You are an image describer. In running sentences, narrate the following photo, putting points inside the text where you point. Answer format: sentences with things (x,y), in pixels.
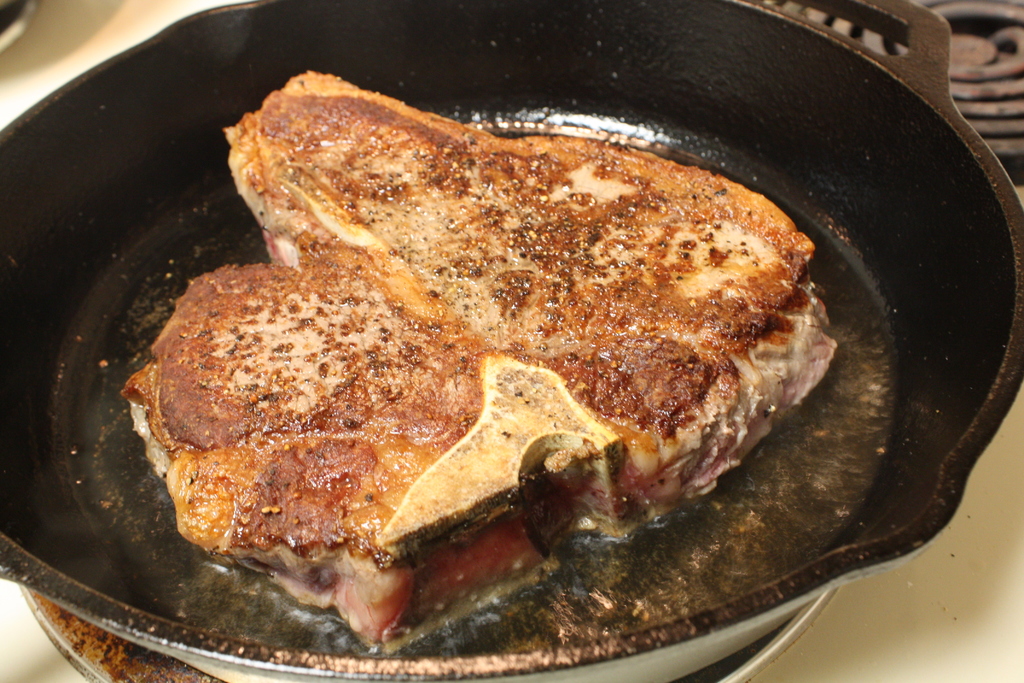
In this image we can see a food item (517,433) on the pan (79,113), which is on the stove (930,671).
